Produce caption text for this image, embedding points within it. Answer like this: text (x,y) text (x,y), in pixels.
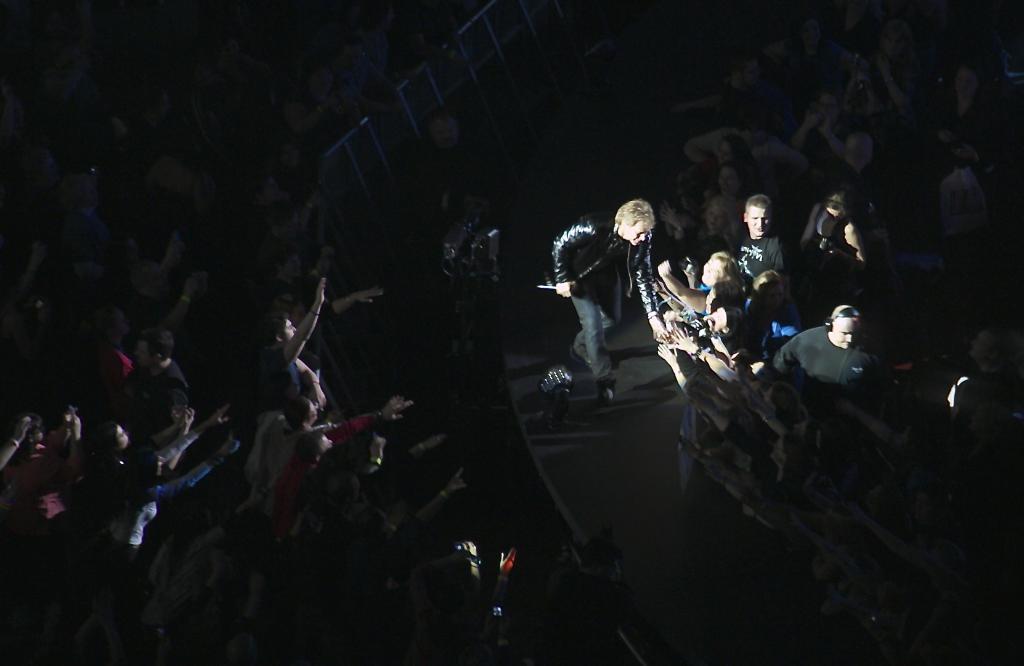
In this image we can see a group of people (155,350) standing. In the middle of the image (613,329) there is a ramp (661,58) where a person (604,305) is walking and holding a mic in his hand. The person (657,332) is interacting with the person (721,377) below the ramp (620,367). there is a metal gate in middle of the image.
